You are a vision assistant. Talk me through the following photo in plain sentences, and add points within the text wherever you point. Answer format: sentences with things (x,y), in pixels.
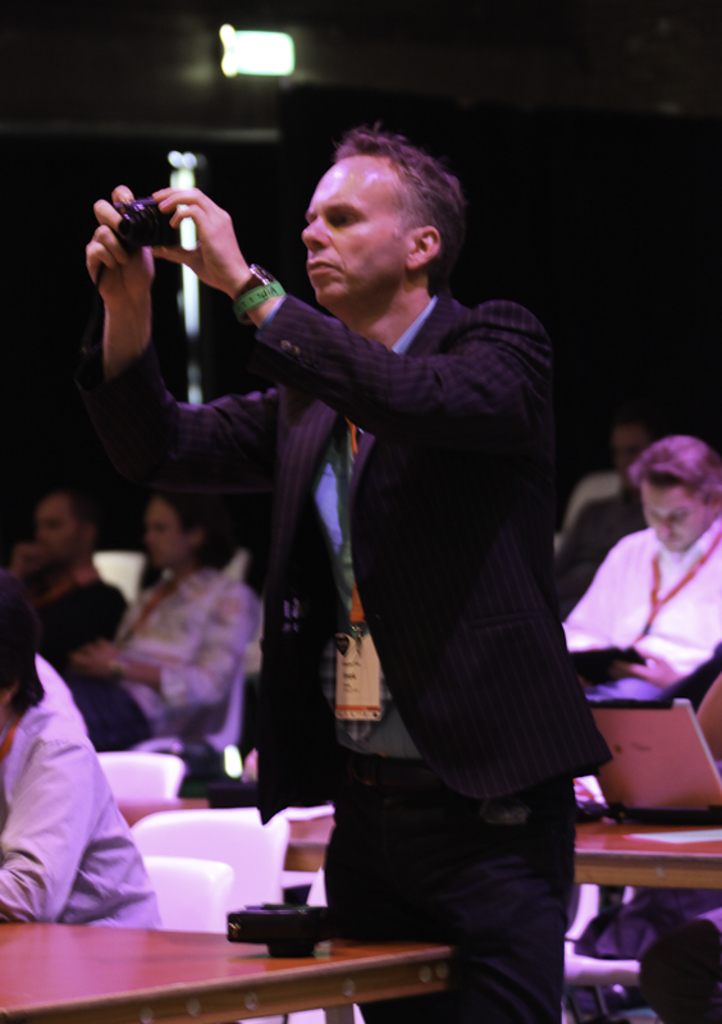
In the image we can see a man (389,577) standing, wearing clothes (344,601), wrist watch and he is holding a camera (153,237) in his hand (160,205). We can even see there are people (592,611) sitting and wearing clothes (691,566). There are chairs (226,732) and tables (267,962), on the table (379,951), we can see system (653,788), paper (639,833) and an object (289,945). There is a light (265,53) and the background (621,185) is dark.
